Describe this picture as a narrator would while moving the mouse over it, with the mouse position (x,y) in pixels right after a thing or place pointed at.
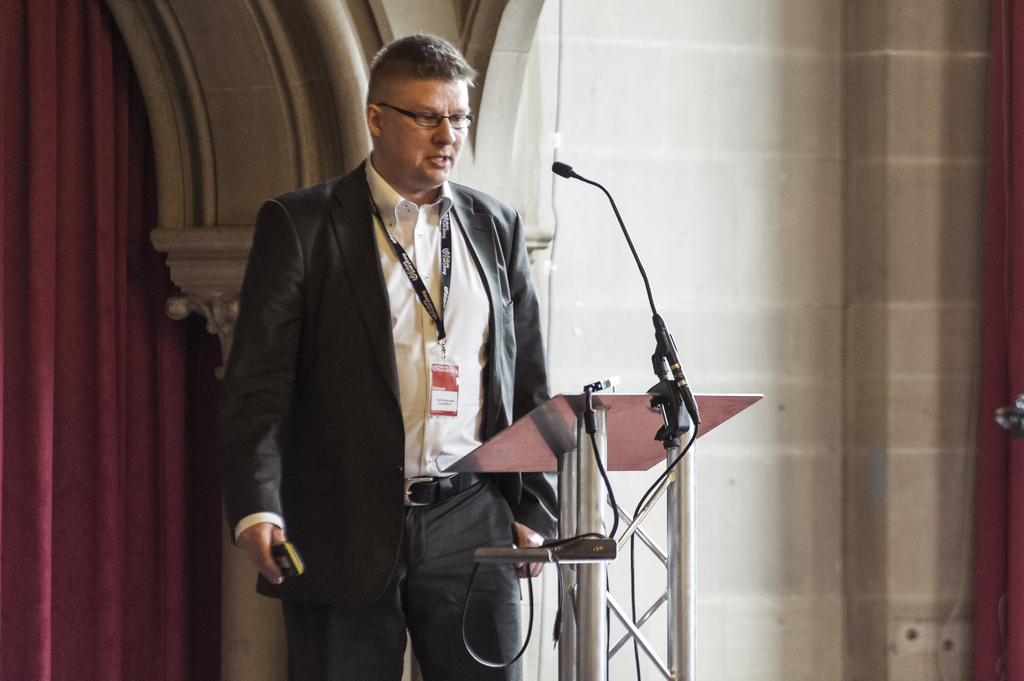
In this picture there is a man (474,376) in the front (280,394), wearing black suit (392,393), standing in the front of the metal pipe speech desk (593,508). Behind there is a brick wall (465,170) and red curtain (64,170).
